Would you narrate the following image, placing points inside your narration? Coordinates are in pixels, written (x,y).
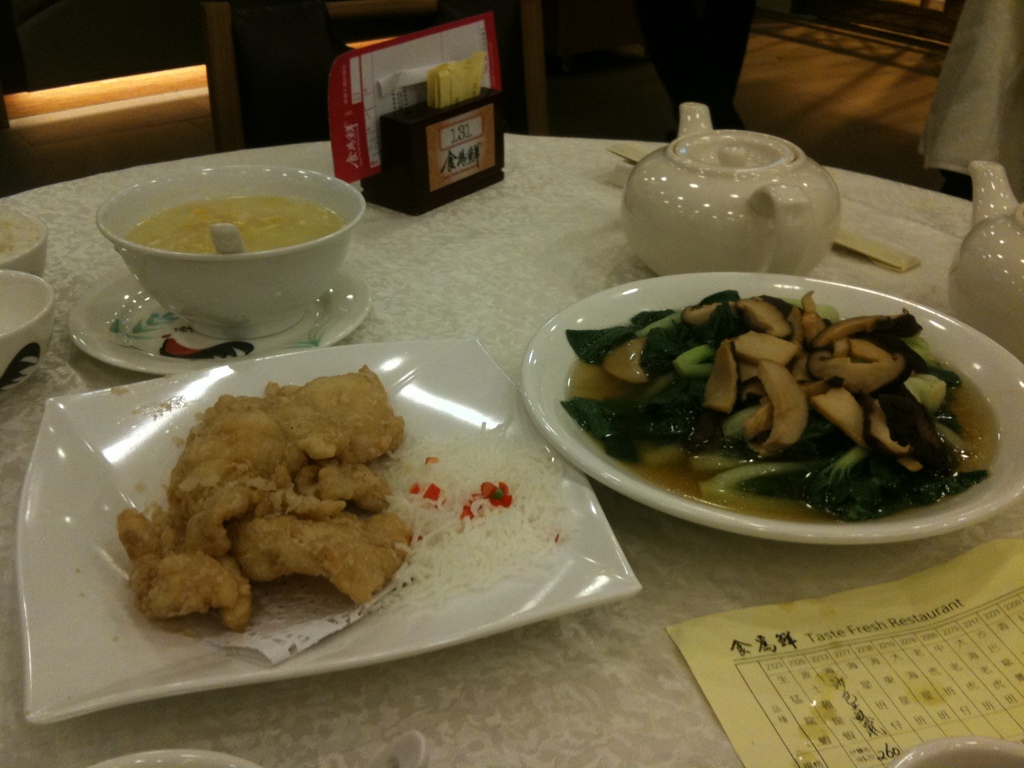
In this picture there is a table (920,215). There are few plates (128,322), papers (975,725) and kettles (802,217) are on the table (440,221). Two plates (1021,401) are having some food (397,541) on it. Left side (144,346) there is a plate (141,313) having bowl (295,230) on it. Left side (252,234) there is some food (282,230) on it.
